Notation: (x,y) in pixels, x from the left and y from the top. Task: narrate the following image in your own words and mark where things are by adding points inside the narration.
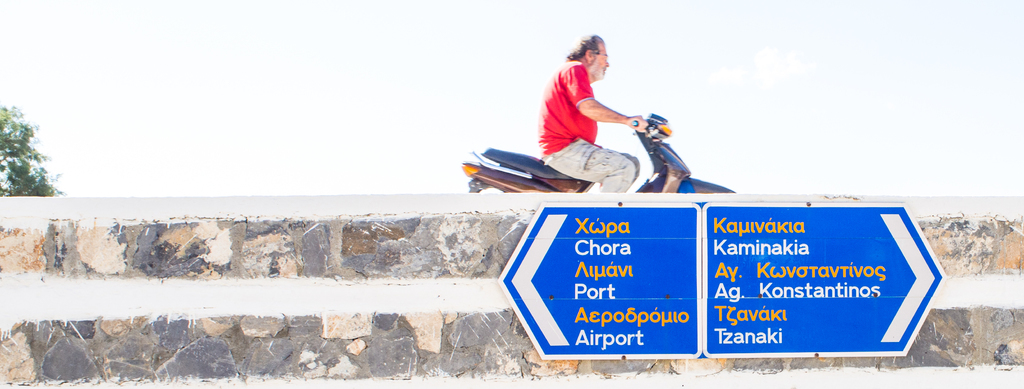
In this image there is a man (547,132) driving a scooter (491,160). In the foreground (386,243) there is a wall (223,265). There is a board (940,277) on the wall (977,255). There is text (615,319) on the board (561,262). At the top (375,35) there is the sky (663,23). To the left (25,147) there are leaves (16,158) of a tree (13,168).
